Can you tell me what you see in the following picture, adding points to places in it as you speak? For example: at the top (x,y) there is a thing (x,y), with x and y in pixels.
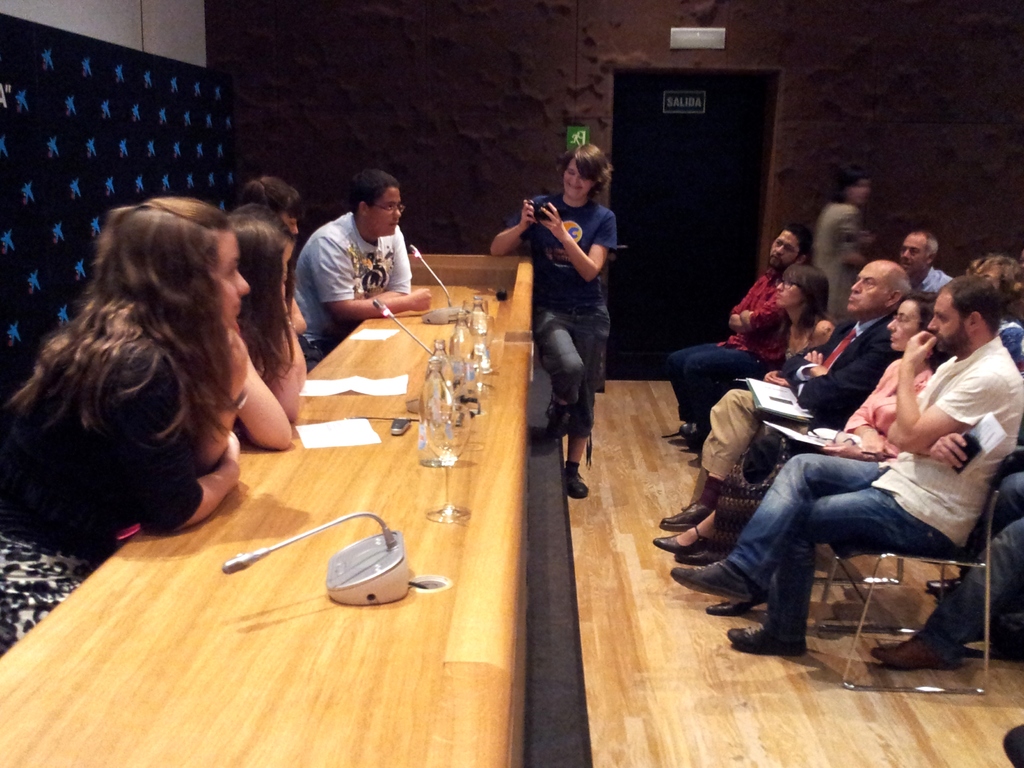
In this image there are chairs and tables (477,652). On the table (513,266) there are water bottles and mike (364,557). There is a wall (196,108) on the left side (115,158). There is a brown color wall (298,173) in the background (361,158). There is a door (732,242) in the background (744,221) which is closed. There are people (283,197).
